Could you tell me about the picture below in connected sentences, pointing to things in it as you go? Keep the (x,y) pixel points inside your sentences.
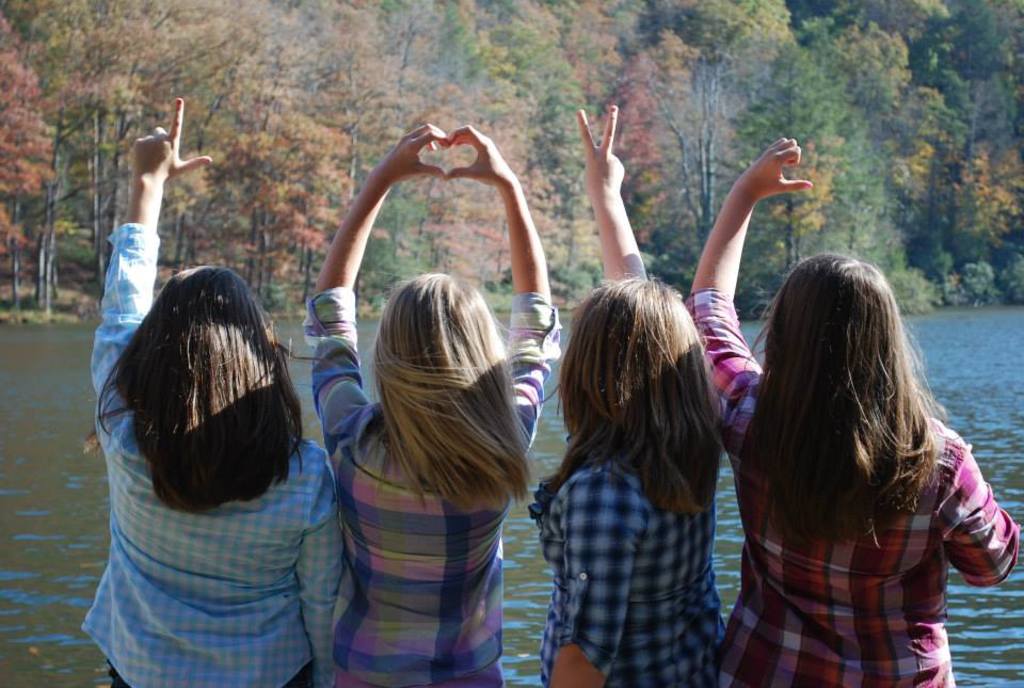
In this image I can see four people (533,515) with different color dresses (438,528). In the background (526,575) I can see the water (535,559) and many trees (617,42).
